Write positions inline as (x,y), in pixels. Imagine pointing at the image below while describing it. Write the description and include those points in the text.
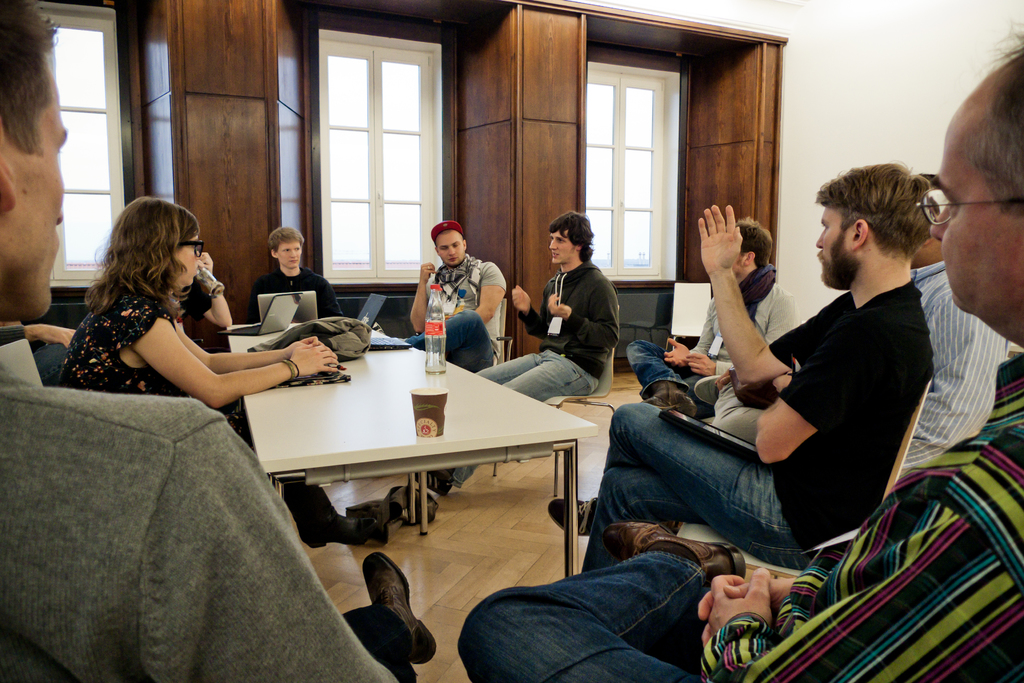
In this picture we can see group of persons (434,275) sitting on chairs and in front of them there is table (327,411) and on table (235,346) we can see bottle (430,327), glass (430,392), jacket (328,333) and in background (146,149) we can see windows (388,113), wall (563,78).
